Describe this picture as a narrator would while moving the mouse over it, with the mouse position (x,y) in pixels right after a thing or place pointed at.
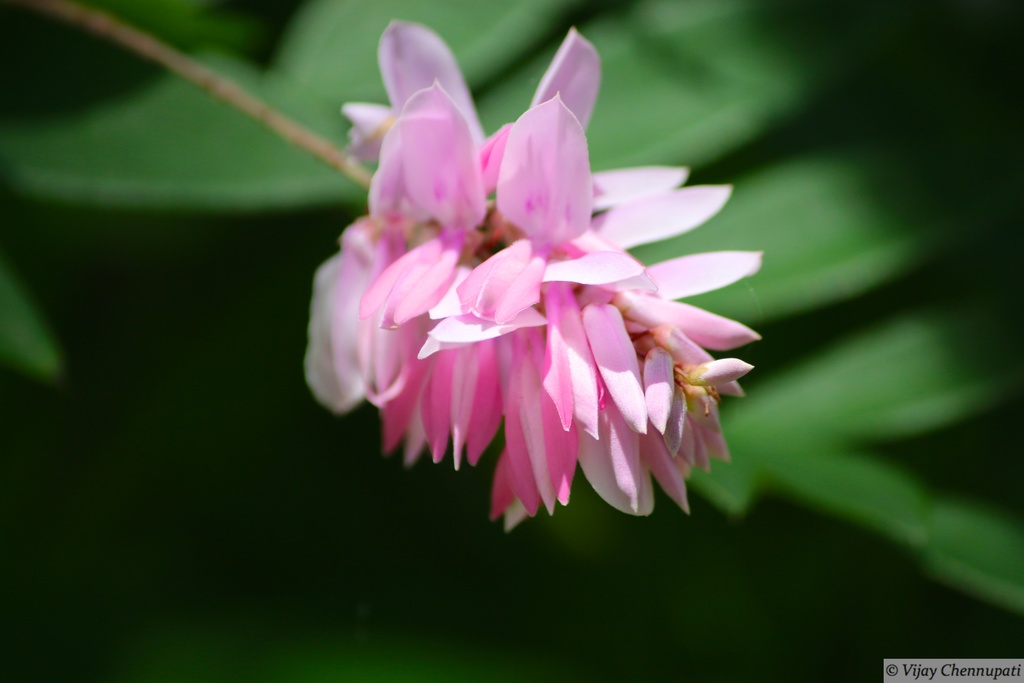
In this image I can see a pink colour flower (448,327) in the front (620,223) and in the background (456,4) I can see few green colour leaves (687,160). I can also see this image is little bit blurry in the background (965,603) and on the bottom right corner of this image (1008,669) I can see a watermark (988,666).
